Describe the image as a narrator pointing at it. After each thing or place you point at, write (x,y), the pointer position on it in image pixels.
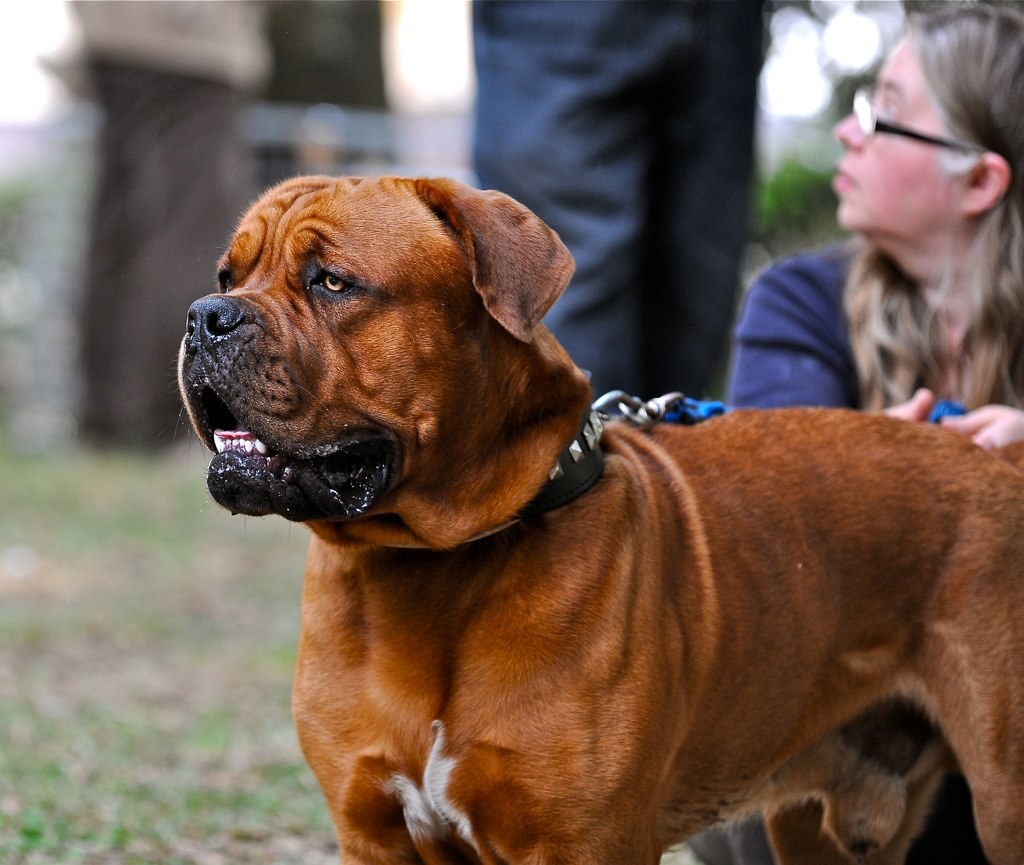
This picture is consists of a dog (888,454) it is standing at the right side of the image (697,770) on a grass floor (249,622) and there is a lady (931,36) who is sitting on the floor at the right side of the image (790,368), she is facing to the left side of the image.
